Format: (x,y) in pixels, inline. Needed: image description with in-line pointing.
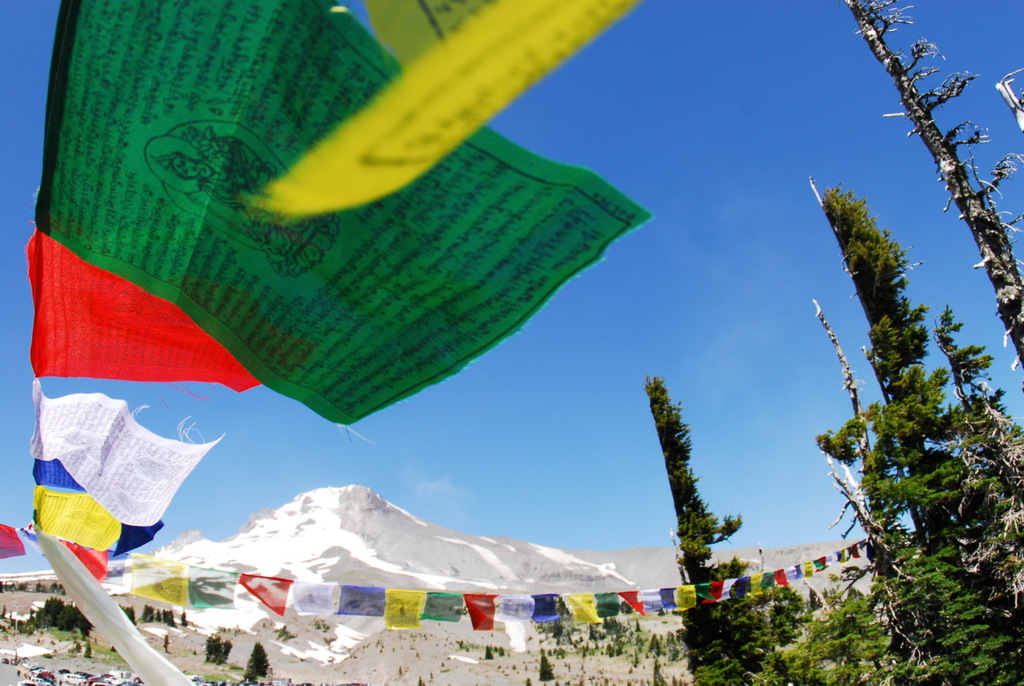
At the bottom of the image (611,598) there are some banners (578,611). In the bottom right corner of the image (692,527) there are some trees (842,442). In the middle of the image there are some hills (274,643). At the top of the image (613,80) there is sky (937,113).
